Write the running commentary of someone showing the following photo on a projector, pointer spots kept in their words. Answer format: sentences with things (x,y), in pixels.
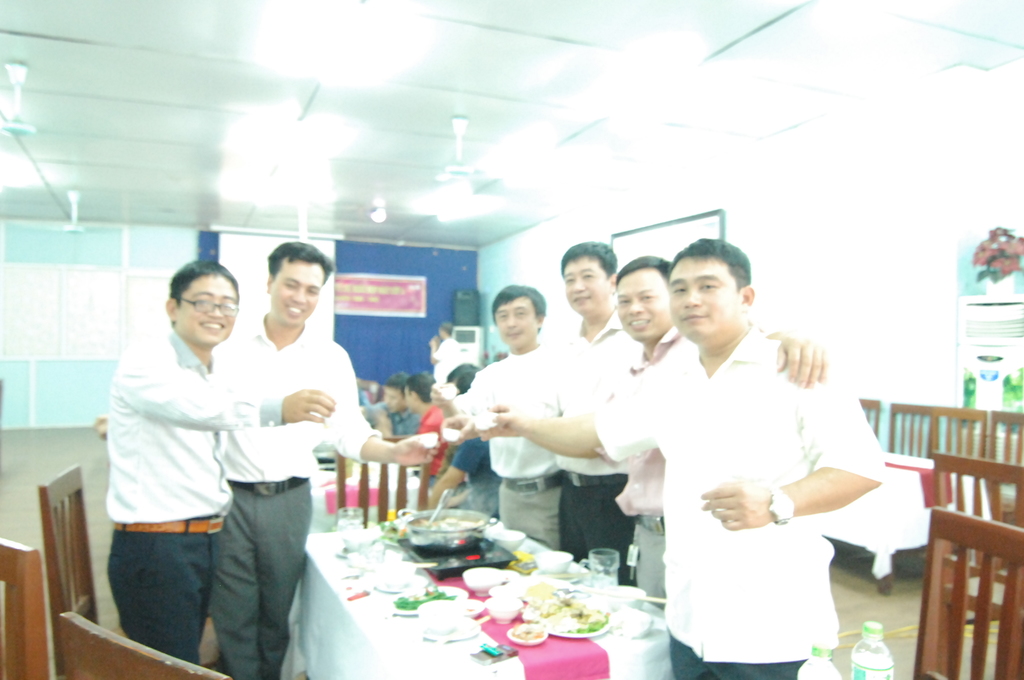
In this picture I can see group of people (388,446) standing, there are tables (409,624), chairs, there are bowls (432,621), plates (569,624), glasses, induction stove (504,564) and some other items (393,526) on the table (532,608), there are few people (390,429) sitting, there are fans (302,215), banner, screen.
